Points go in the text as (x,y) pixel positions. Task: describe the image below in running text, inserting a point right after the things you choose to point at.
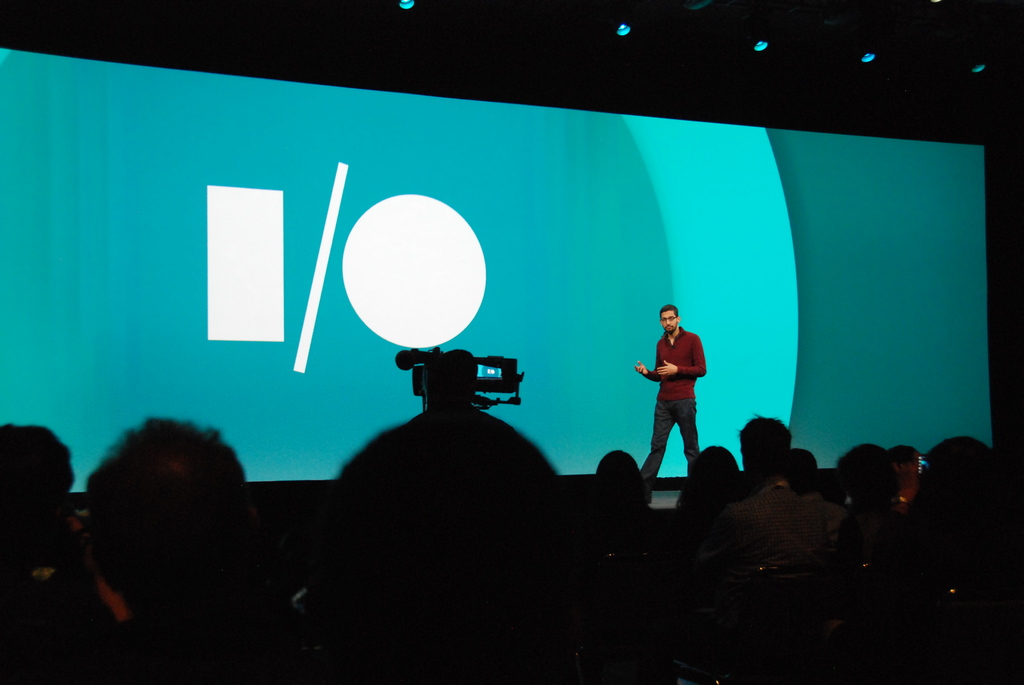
In this picture I can see there is a man (675,367) standing on the dais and he is wearing a maroon shirt (678,381) and jeans (661,435). There is a screen (84,244) in the backdrop (322,241) and there are few people (455,423) sitting in front of the dais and there are lights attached to the ceiling (893,43).
